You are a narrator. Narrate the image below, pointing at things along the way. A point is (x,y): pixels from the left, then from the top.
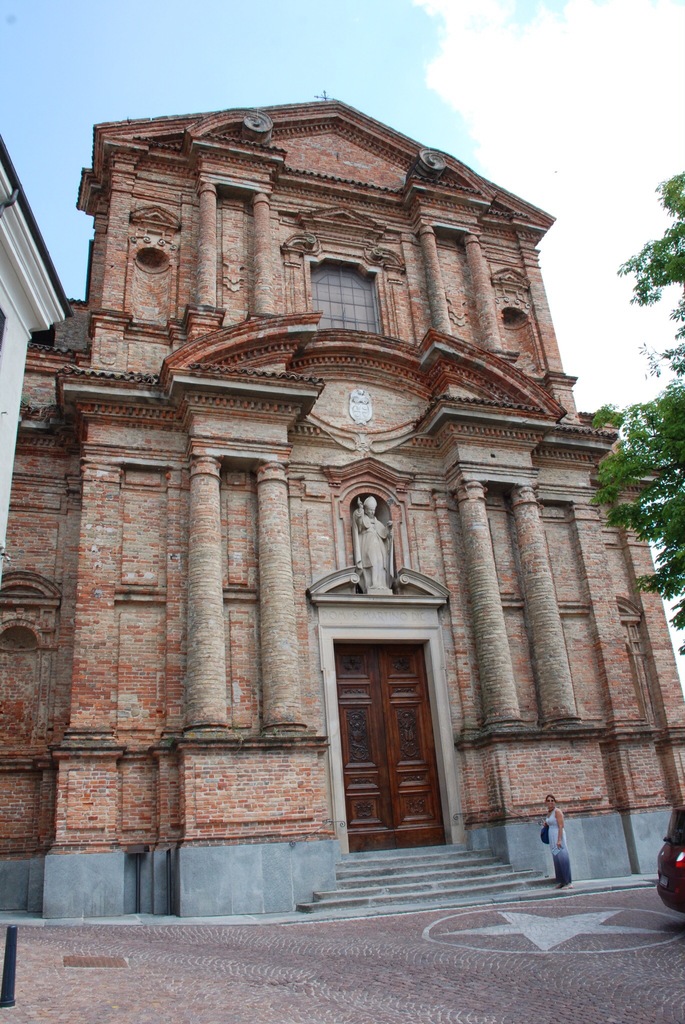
In this picture I can see buildings (275,635) and a tree (644,441) and a car (671,899) on the right side of the picture (682,899) and I can see a woman (558,814) standing and she wore a handbag (545,839) and a blue cloudy sky (385,57).
